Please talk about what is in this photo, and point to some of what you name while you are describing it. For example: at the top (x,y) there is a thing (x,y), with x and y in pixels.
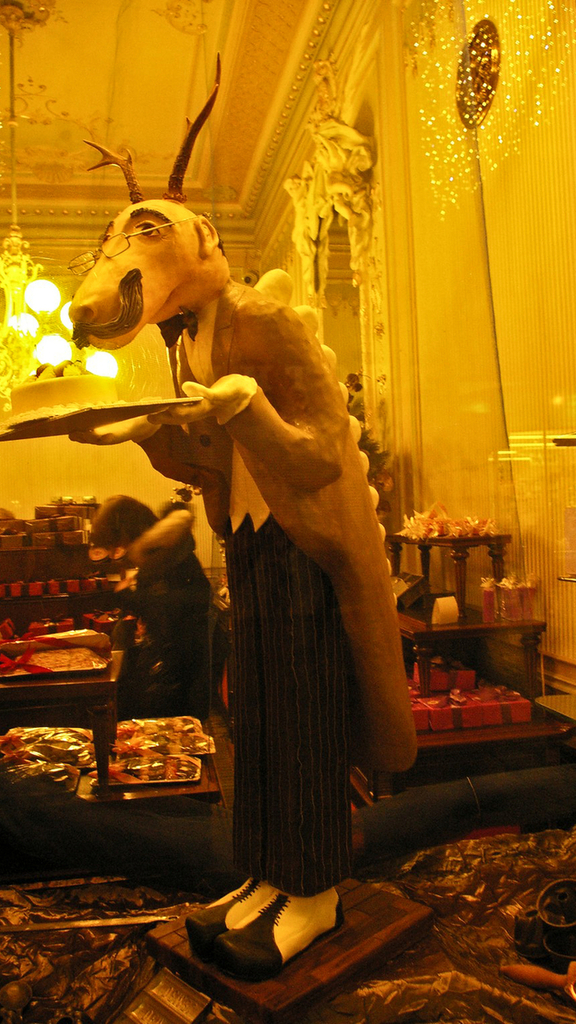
In this picture we can see a statue (156,296), trays (184,718), gift boxes (441,697), chandelier (5,353), lights (28,299), wall (458,285) and a person (99,539) standing and some objects (36,552).
